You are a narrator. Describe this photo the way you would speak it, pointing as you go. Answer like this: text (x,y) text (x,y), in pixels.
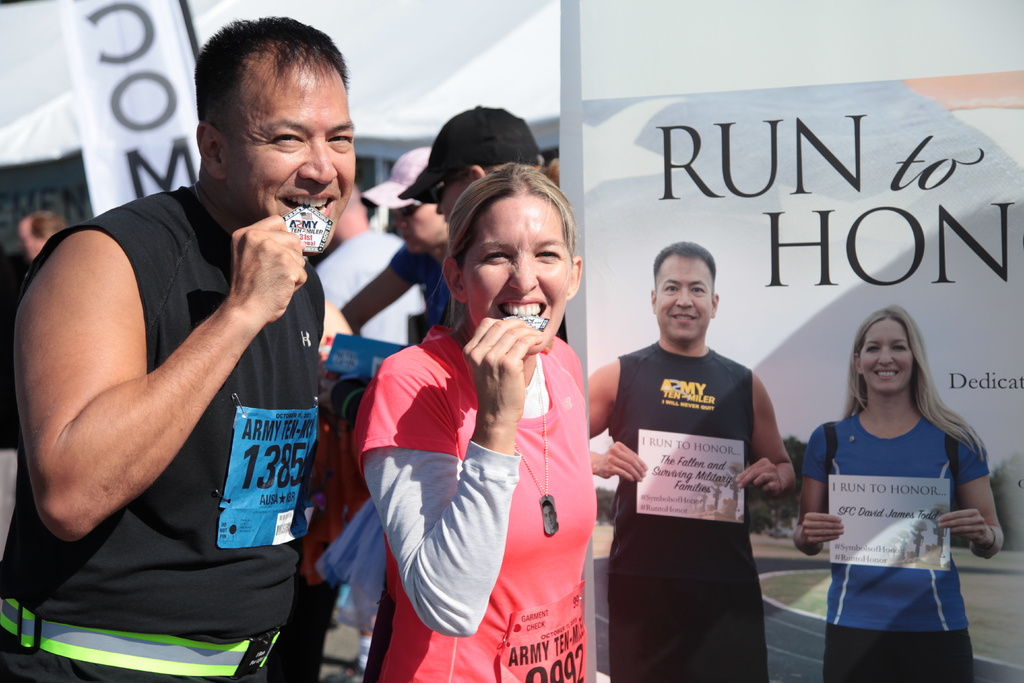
In this image there is a man (241,369) and woman (447,419) are standing holding a medal (522,328) in their hands (508,341) and keeping in the mouth (508,315), in the background (455,174) there are people (428,184) standing and there are posters (790,177), on that posters (785,270) there is some text (832,233) and there are pictures (825,450) of man (764,427) and woman (824,462).
